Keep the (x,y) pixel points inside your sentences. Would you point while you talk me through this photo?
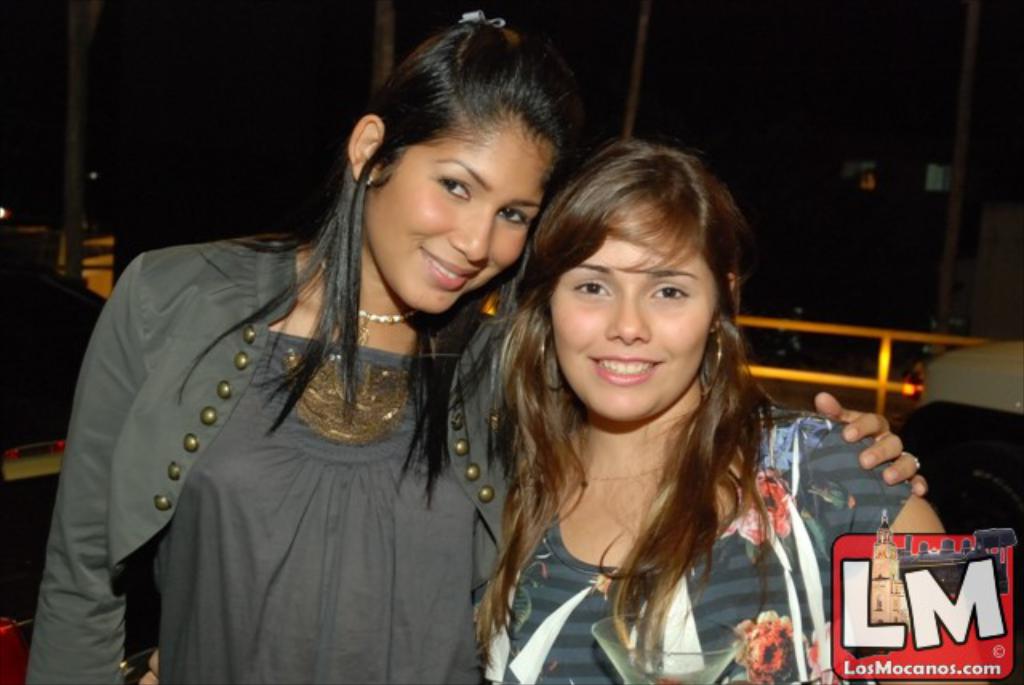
In this image there are two persons (416,256) smiling, and in the background (980,360) there are vehicles (999,371), iron rods (816,376), poles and there is a watermark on the image.
